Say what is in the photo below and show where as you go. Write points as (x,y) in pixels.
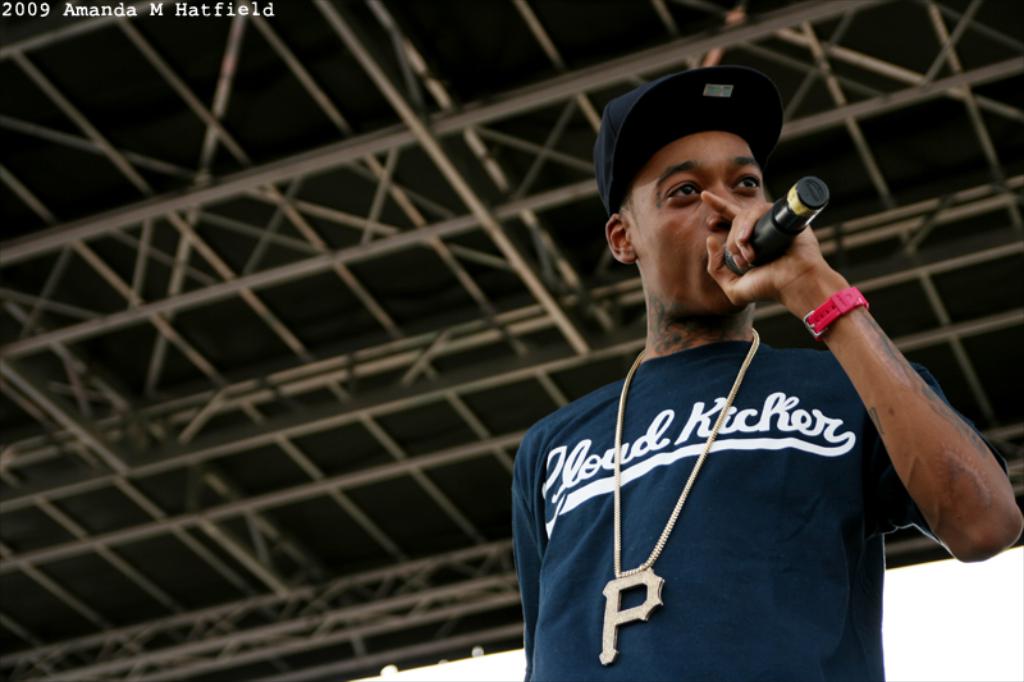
There is one person (729,488) standing and holding a Mic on the right side of this image (736,406), and there is a roof (355,292) in the background (465,262).
